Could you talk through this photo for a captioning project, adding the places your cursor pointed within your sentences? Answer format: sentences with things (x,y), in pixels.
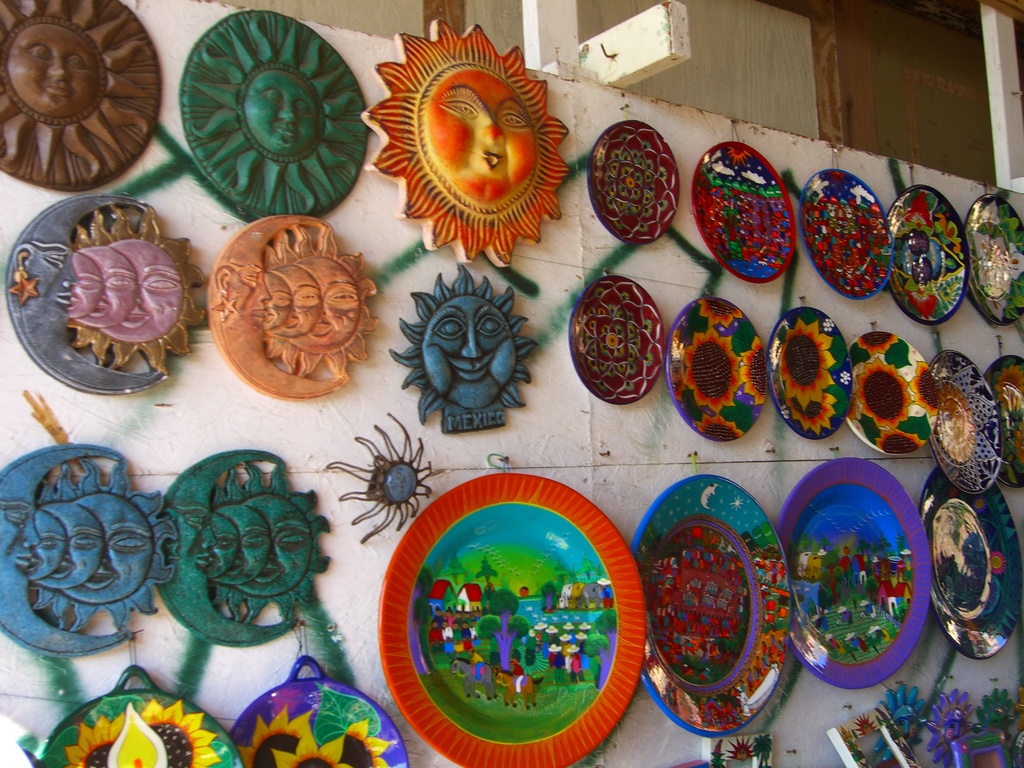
In this image we can see some plates (516,684) and other objects (463,373) on the wall (629,409).
